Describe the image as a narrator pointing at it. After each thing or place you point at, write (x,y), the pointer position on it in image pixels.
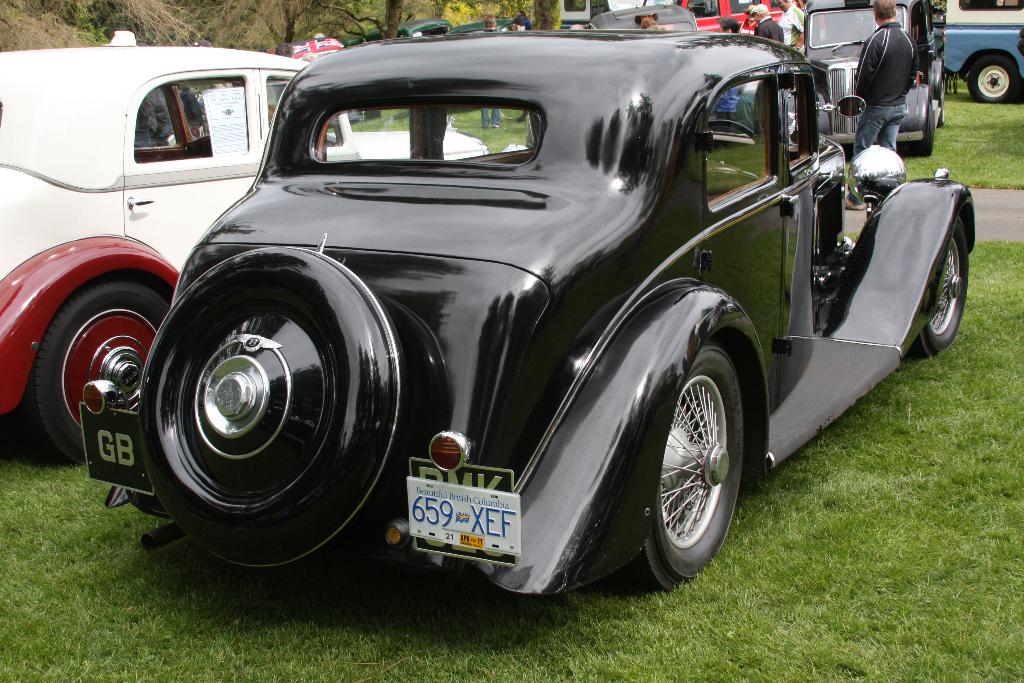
In this image we can see many cars (640,198), trees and few people (893,91). There is a grassy land (768,580) and a road (992,218) in the image.
